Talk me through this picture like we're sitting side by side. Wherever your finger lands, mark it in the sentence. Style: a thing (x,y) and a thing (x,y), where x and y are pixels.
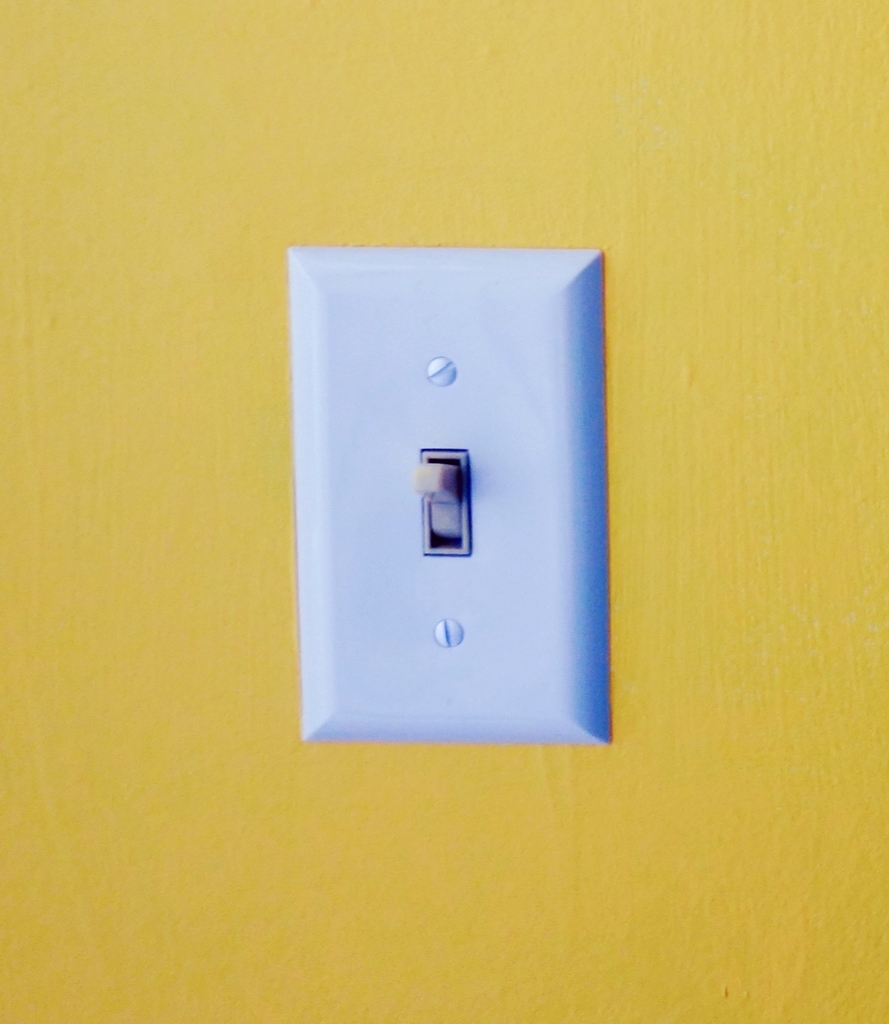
In the image we can see there is a white colour switch (455,504) on the wall (766,99) and the wall (223,934) is in yellow colour.
